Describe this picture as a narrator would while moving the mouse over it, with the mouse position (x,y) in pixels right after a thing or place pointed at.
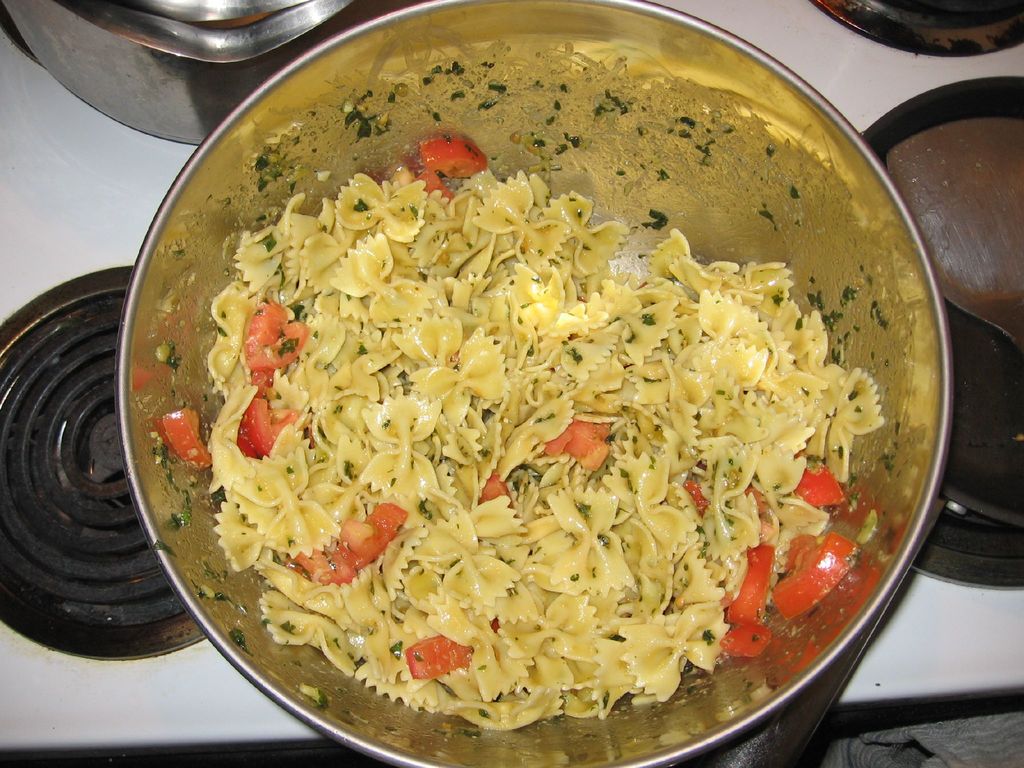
In a given image i can see a bowl (901,514) filled with food item (461,379).
